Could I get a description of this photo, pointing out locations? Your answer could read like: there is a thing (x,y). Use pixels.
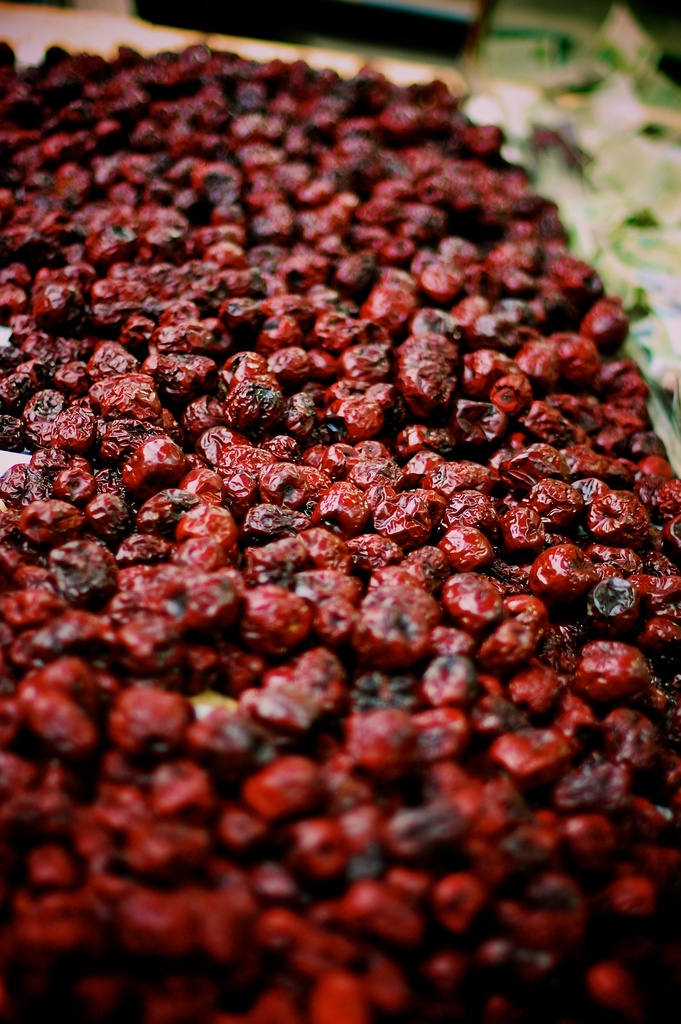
In this image we can see many fruits (257,440). There are few objects (445,56) at the top of the image (591,107).
